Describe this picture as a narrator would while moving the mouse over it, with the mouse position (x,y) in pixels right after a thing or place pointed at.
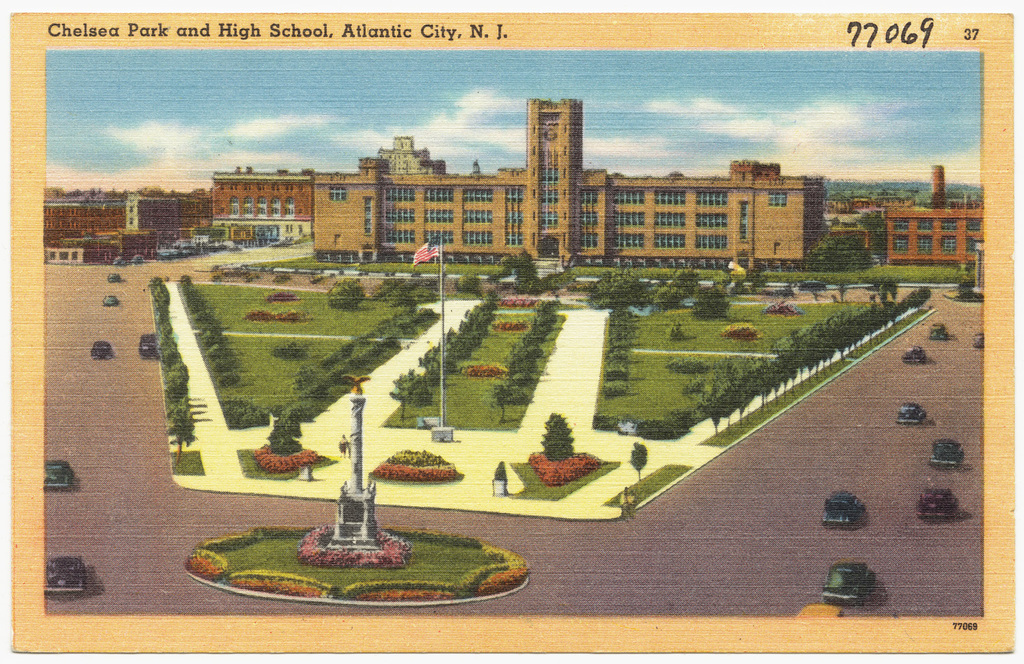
This picture might be a photo frame. In this image, in the middle (350,425), we can see a pillar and a flag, few trees (417,393) and plants (304,372). On the right side of the image (982,336), we can see few vehicles (861,569) which are moving on the road (867,605). On the left side (112,279), we can also see some vehicles (166,258) which are moving on the road (141,581). In the background (381,202), we can see some buildings (661,239). At the top (740,68), we can see a sky (737,71).
